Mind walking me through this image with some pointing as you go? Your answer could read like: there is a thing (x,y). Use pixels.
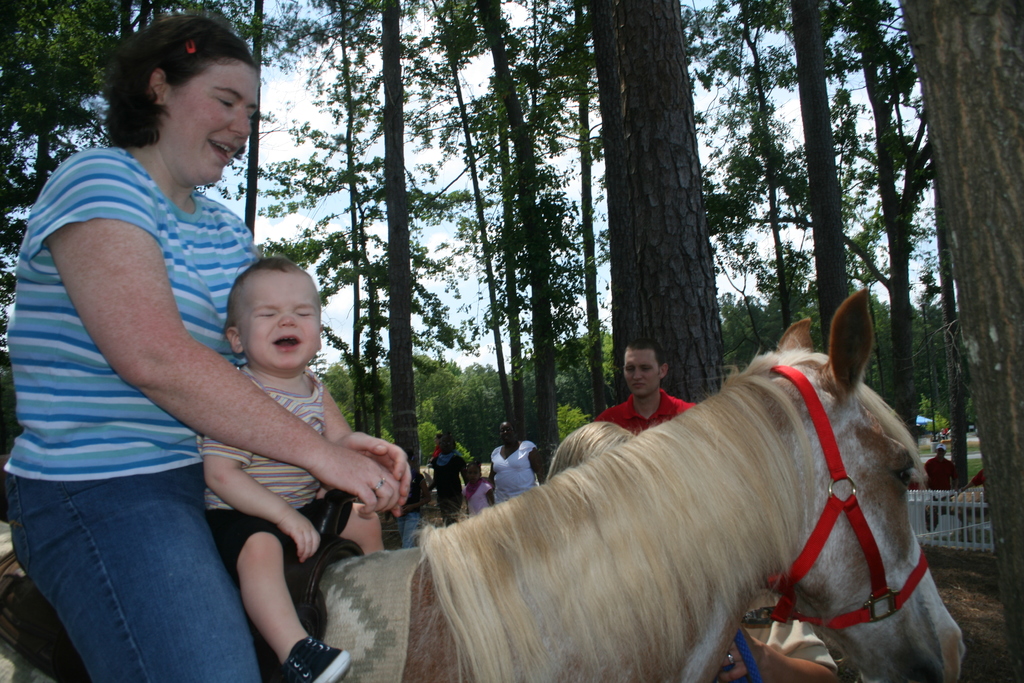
In this image I can see a woman (279,446) and a baby (279,643) are sitting on a horse (546,642). I can see she is smiling. In the background (655,394) I can see few more people (538,464) are standing and few trees (829,149). Here I can see sky (292,93).
